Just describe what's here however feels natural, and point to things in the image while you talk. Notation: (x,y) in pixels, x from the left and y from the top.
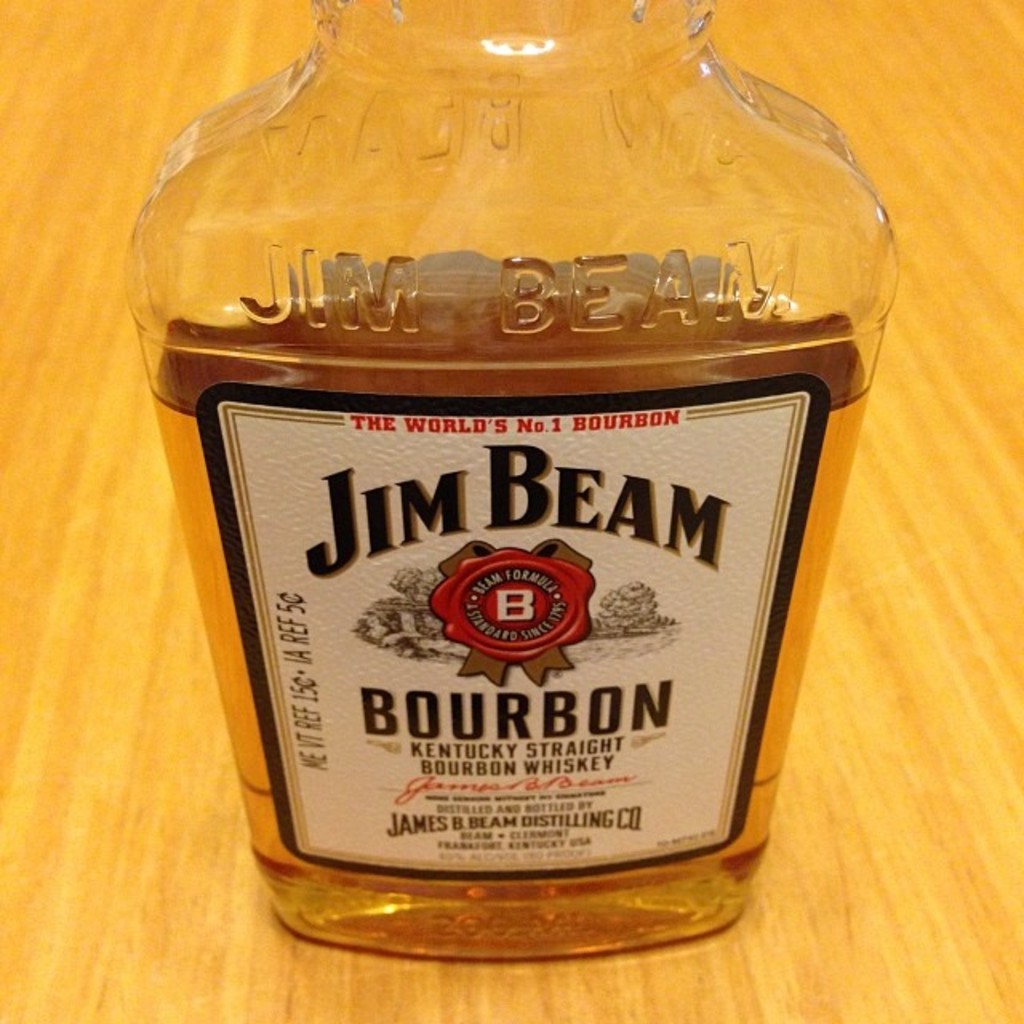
Here we can see a glass bottle (189,268) of Jim beam whiskey (307,923) present on a table (700,965).
